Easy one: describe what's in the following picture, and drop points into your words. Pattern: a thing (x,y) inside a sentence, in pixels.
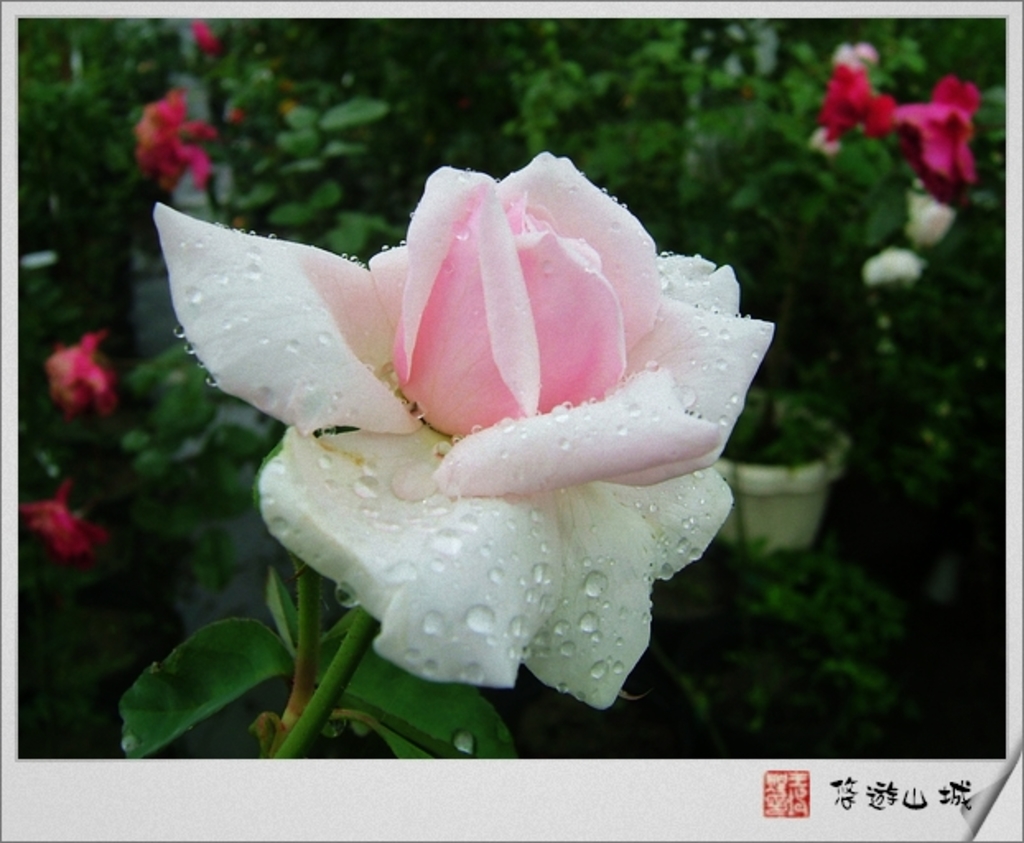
This is a poster. In this image there are flowers (386,291) on the plants (936,495). At the back (788,543) there is a plant (756,455) in the pot (763,468) and the flowers (734,386) are in red, pink and white colors. At the bottom right (801,773) there is a text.
